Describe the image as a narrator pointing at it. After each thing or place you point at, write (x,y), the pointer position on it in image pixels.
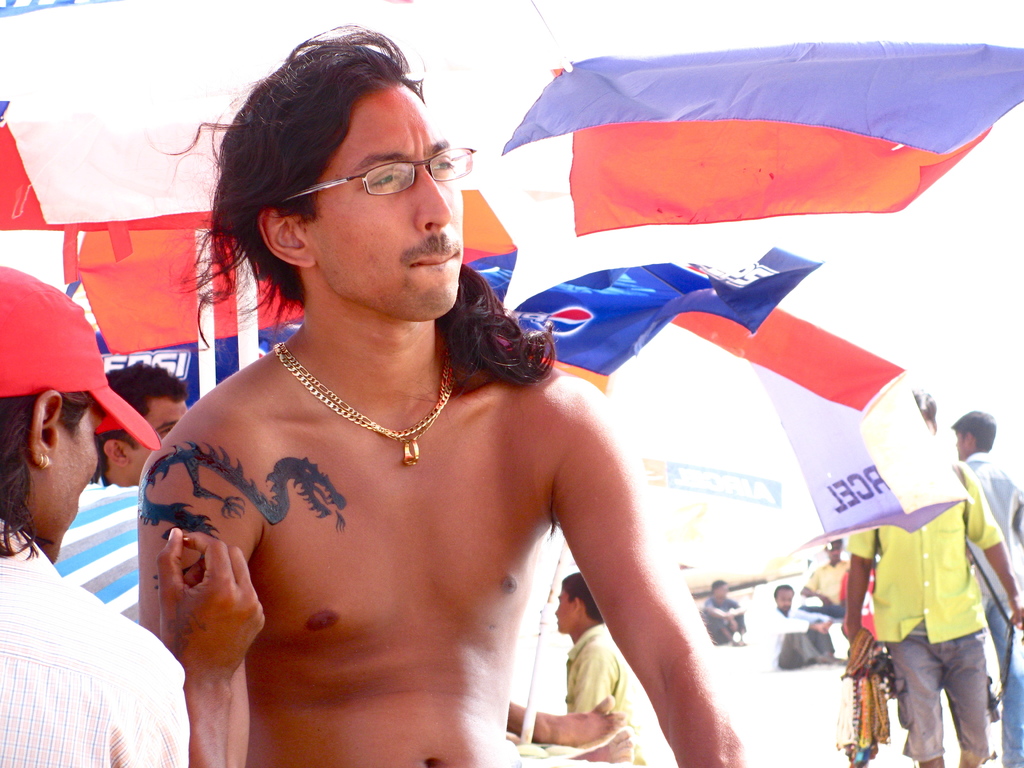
In this image we can see some group of persons (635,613) sitting and some are standing, in the foreground of the image (73,481) we can see a person (230,491) making tattoo (241,483) on his body (305,434) and a person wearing cap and we can see some umbrella tents (624,289).
